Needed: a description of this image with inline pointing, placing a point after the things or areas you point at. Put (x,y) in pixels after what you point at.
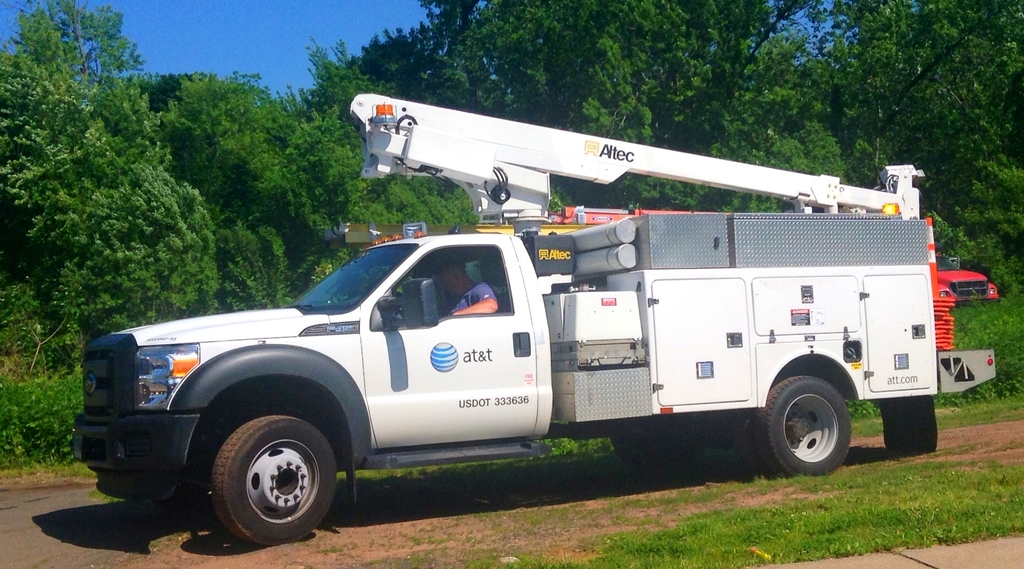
In this image I can see the vehicle (532,283) on the ground (396,491). I can see one person (491,308) sitting in the vehicle (451,341). In the background (645,81) I can see many trees (785,152), one more vehicle (960,275) and the sky (256,51).
